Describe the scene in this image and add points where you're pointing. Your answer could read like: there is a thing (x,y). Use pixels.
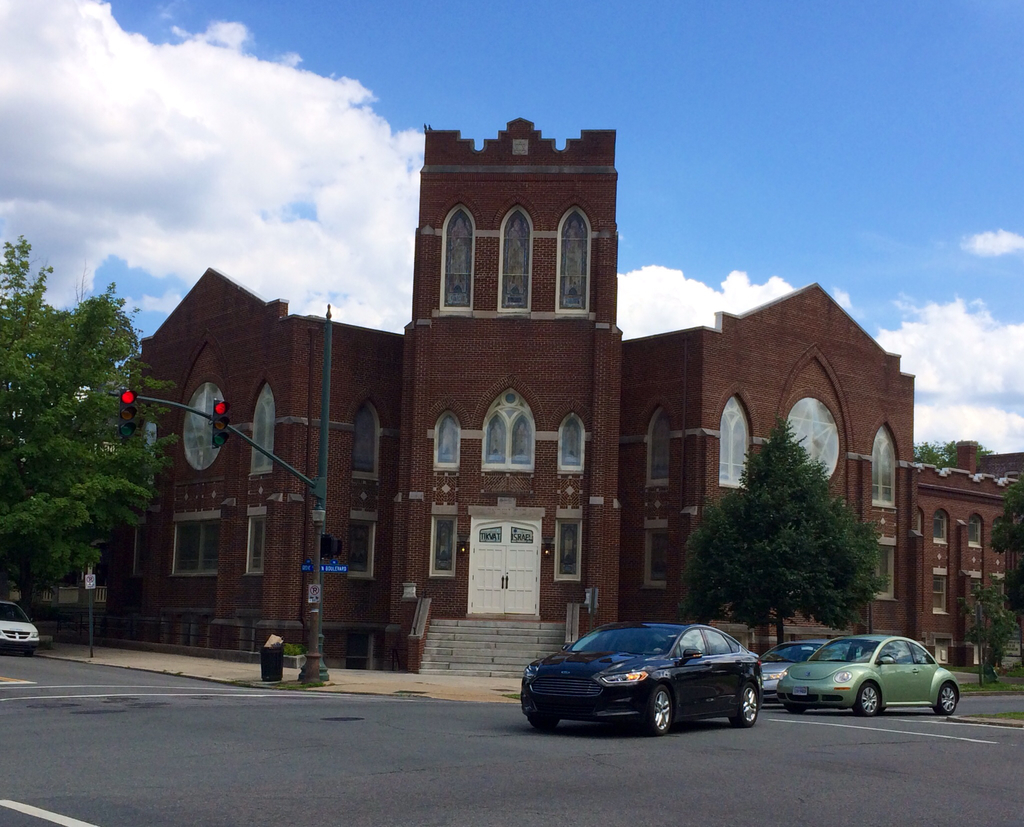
In the picture I can see a building (535,408) which has few glass windows (571,288) on it and there is a staircase (515,636) in front of it and there are few trees (839,560) on either sides of the building (936,577) and there are few vehicles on the road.
